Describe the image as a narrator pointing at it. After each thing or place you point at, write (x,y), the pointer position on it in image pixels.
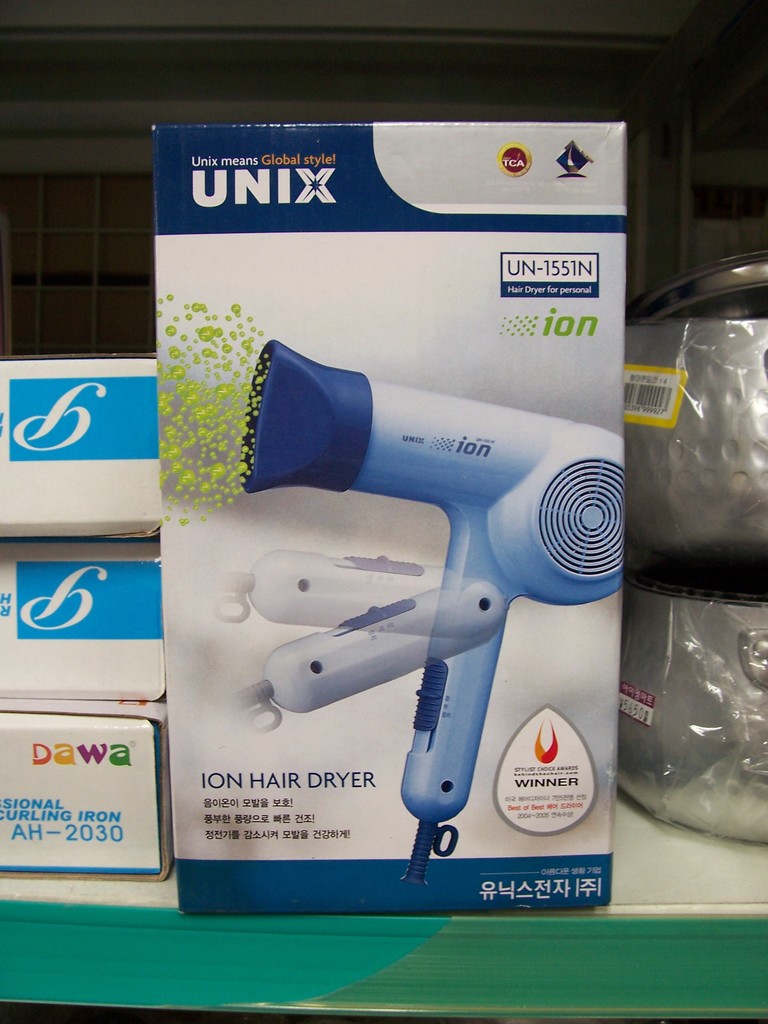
In the center of the image (460,432) we can see some boxes (449,392), vessels (745,657) are present on the table (252,978). In the background of the image (45,156) there is a wall (101,282). At the top of the image (289,63) there is a roof (256,63).
